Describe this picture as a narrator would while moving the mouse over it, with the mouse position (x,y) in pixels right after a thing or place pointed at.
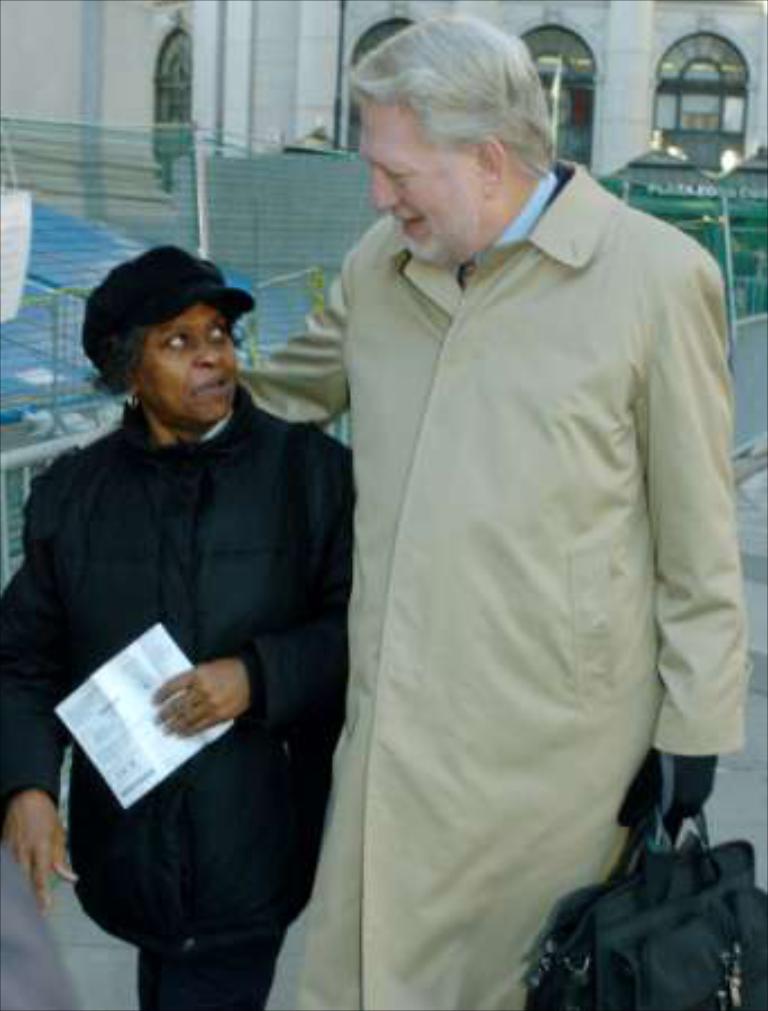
In this picture we can see two people (128,556) holding a paper (147,689) and a bag (693,909) with their hands (55,848). In the background (684,204) we can see fences (195,224), some objects (764,193) and a building (258,16) with windows (730,49).
